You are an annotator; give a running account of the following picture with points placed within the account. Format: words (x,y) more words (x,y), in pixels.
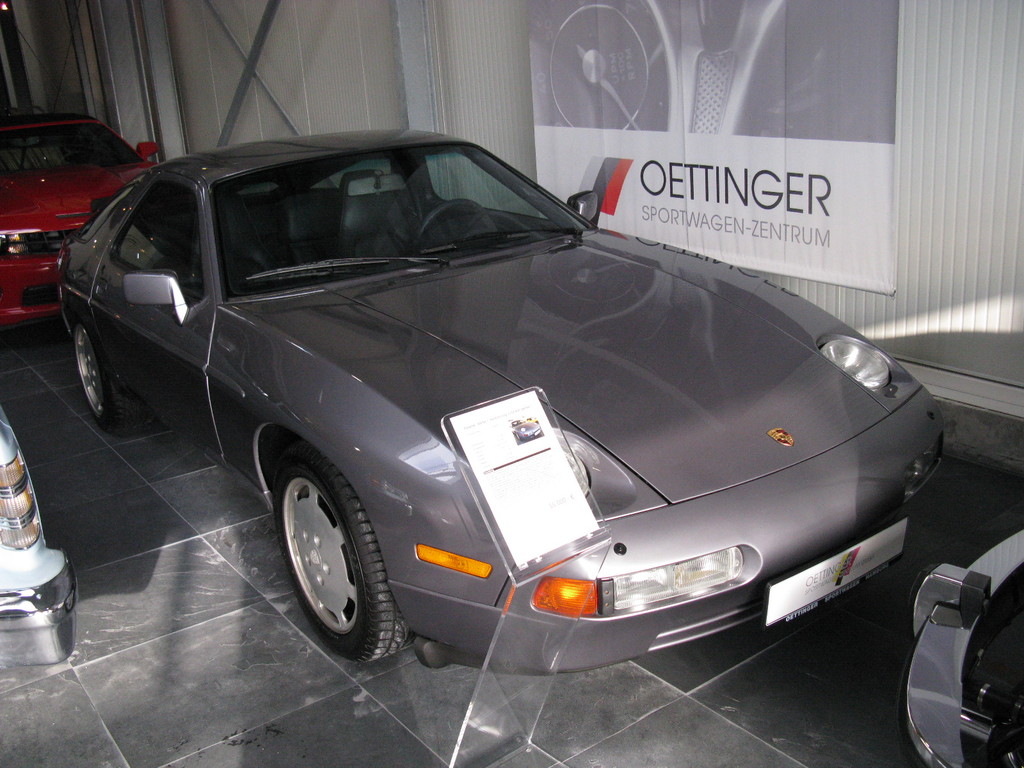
In this image I can see few colorful cars (414,346) on the floor (378,744). Back I can see the panel wall (968,127) and the white color banner (865,98) is attached to the wall (964,125).
